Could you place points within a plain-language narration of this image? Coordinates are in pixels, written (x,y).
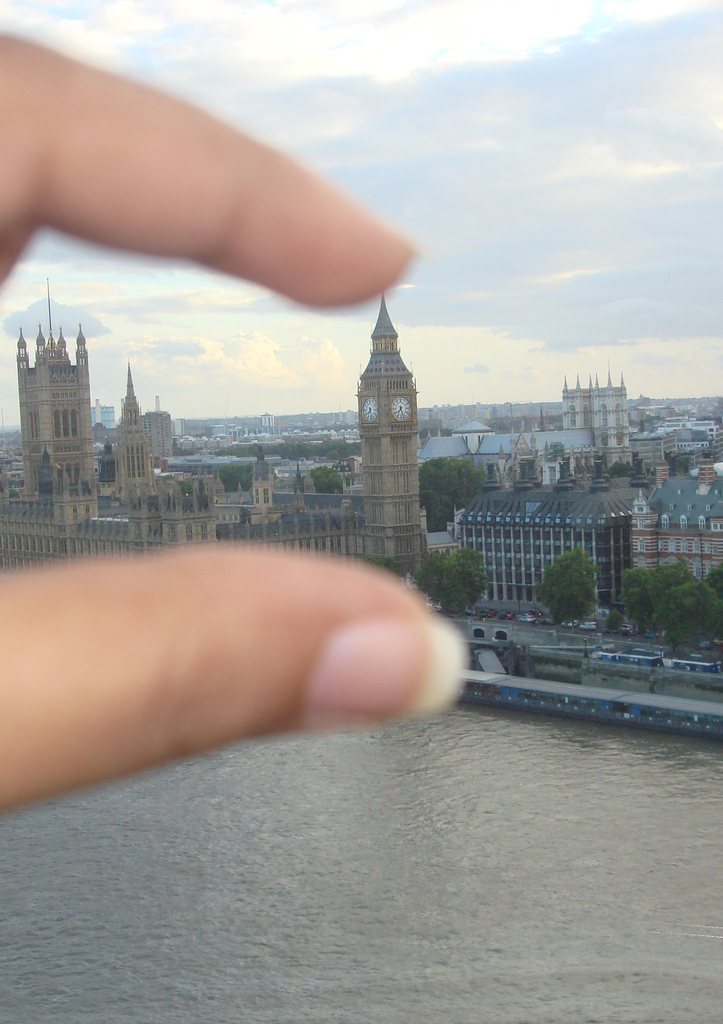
In this picture we can see a person's fingers (108,577) in the front (108,577), at the bottom (258,807) there is water (529,907), in the background (612,628) we can see trees (569,571), vehicles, buildings (545,465), a clock tower (413,461). We can see the sky (506,273) at the top of the picture (515,143).
